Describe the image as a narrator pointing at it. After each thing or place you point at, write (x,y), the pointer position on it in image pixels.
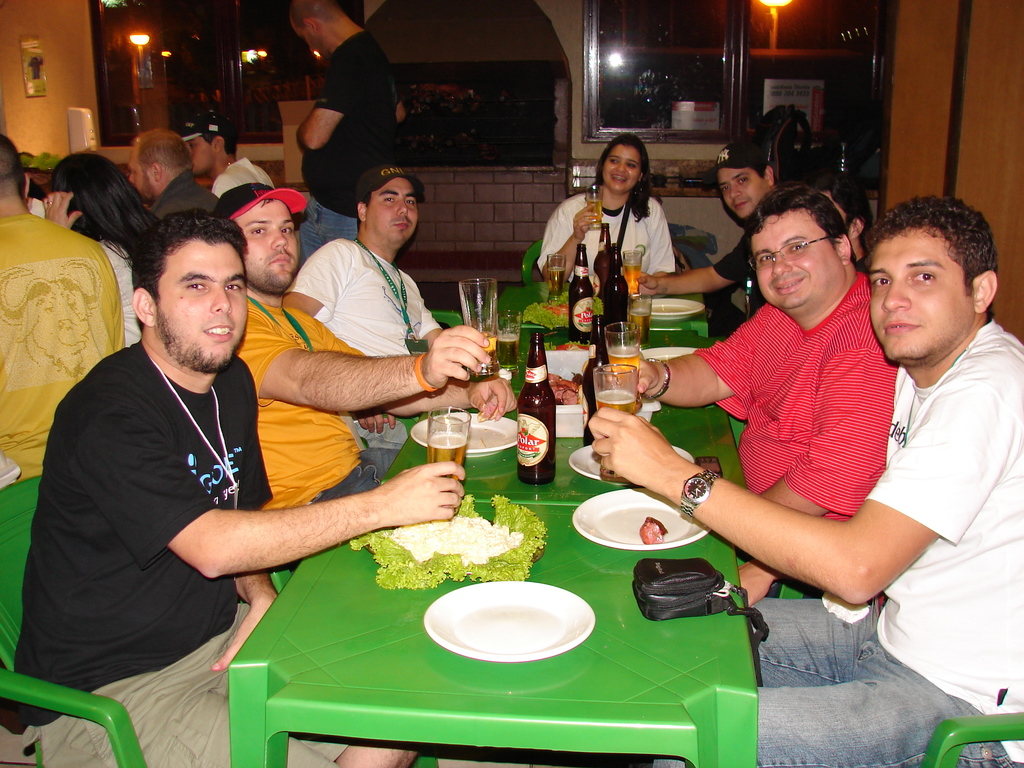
Here we can see a group of people (304,346) sitting on chairs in front of table (711,617) with plates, glasses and bottles of beers (533,390) in front of them.
